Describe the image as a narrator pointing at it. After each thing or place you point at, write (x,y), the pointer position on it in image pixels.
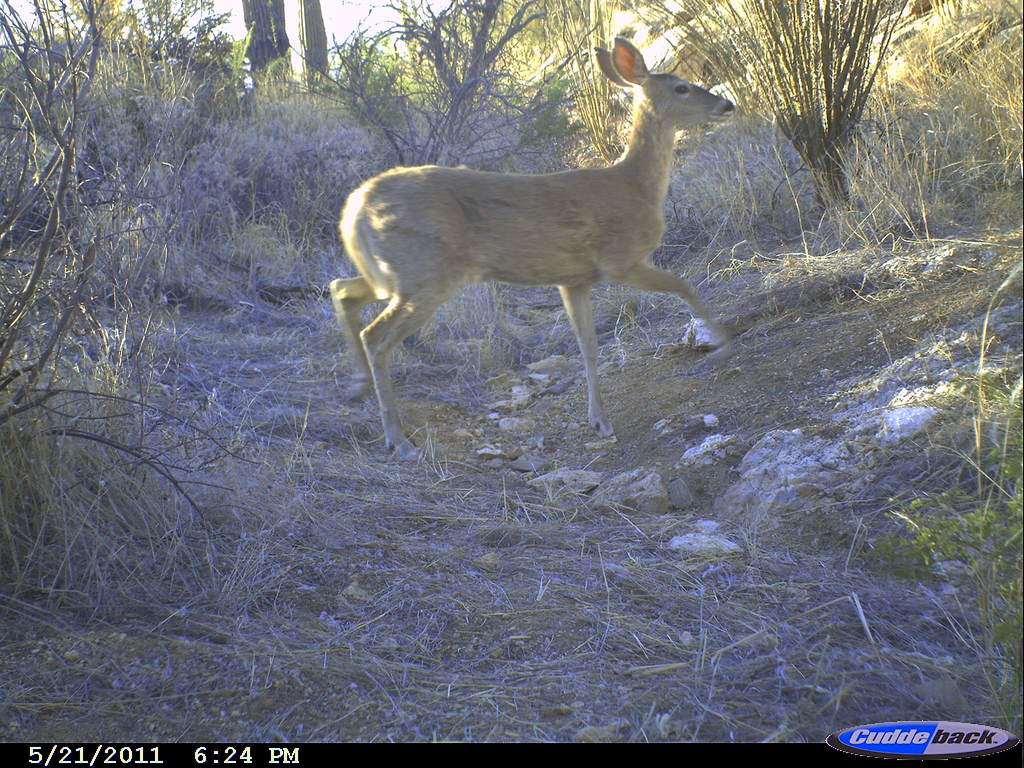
In the image there is a deer (394,303) walking on the dry grassland (512,528) with plants (823,99) in the background (573,62).
